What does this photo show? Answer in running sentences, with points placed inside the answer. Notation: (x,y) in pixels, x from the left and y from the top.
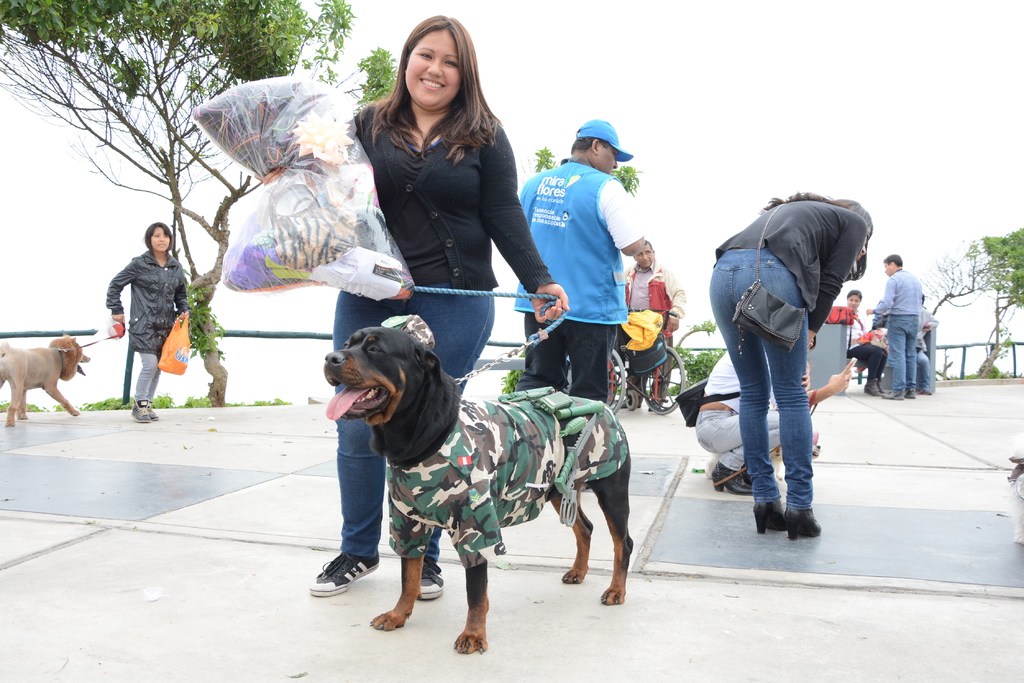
In this image we can see there are some persons (148,289) standing and holding some objects (320,267) and a dog belts (90,343). There is a tree (170,118) on the left side of this image (167,173) and on the right side of this image (955,294) as well. There is a ground (653,559) at the bottom of this image (821,588) and there is a sky (719,74) at the top of this image (700,79).
